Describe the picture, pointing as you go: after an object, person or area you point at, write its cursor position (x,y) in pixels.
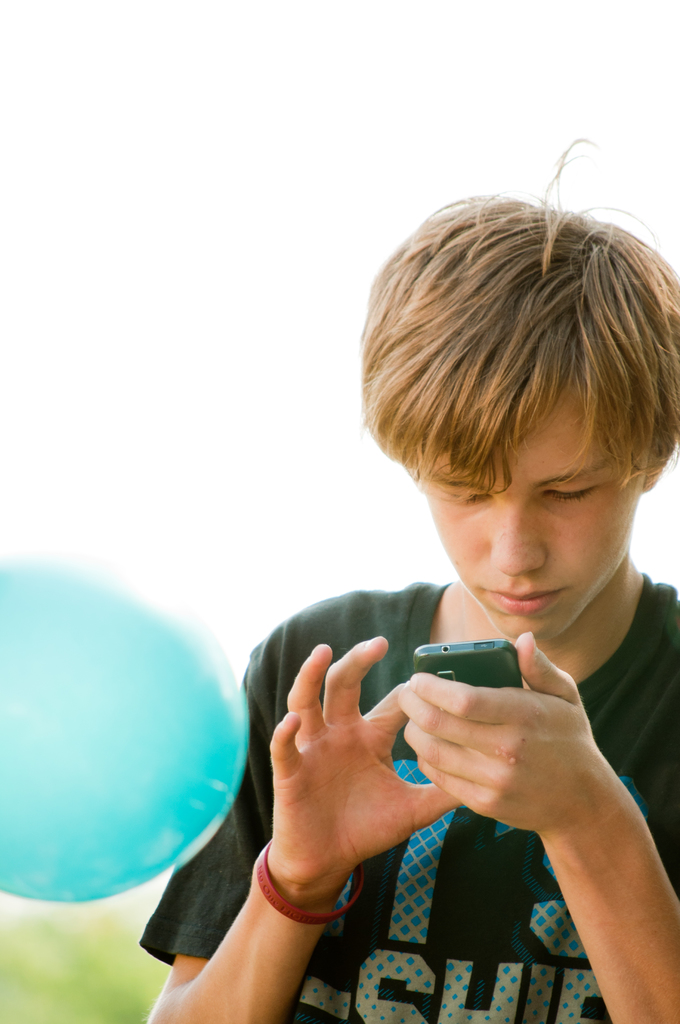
In this image I can see a person (416,697) holding the mobile (460,664).
